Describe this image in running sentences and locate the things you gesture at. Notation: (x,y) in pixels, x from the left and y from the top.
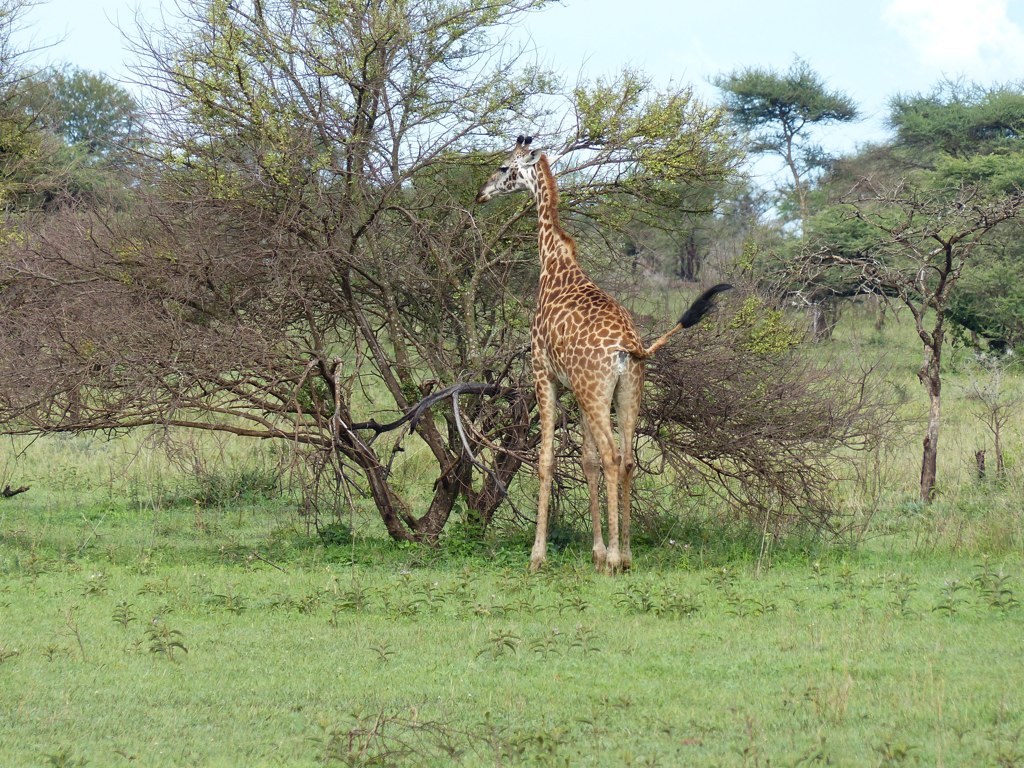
In the center of the image (584,296), we can see a giraffe (600,321) and in the background (620,284), there are trees (519,225). At the bottom (347,647), there is ground (316,605).
